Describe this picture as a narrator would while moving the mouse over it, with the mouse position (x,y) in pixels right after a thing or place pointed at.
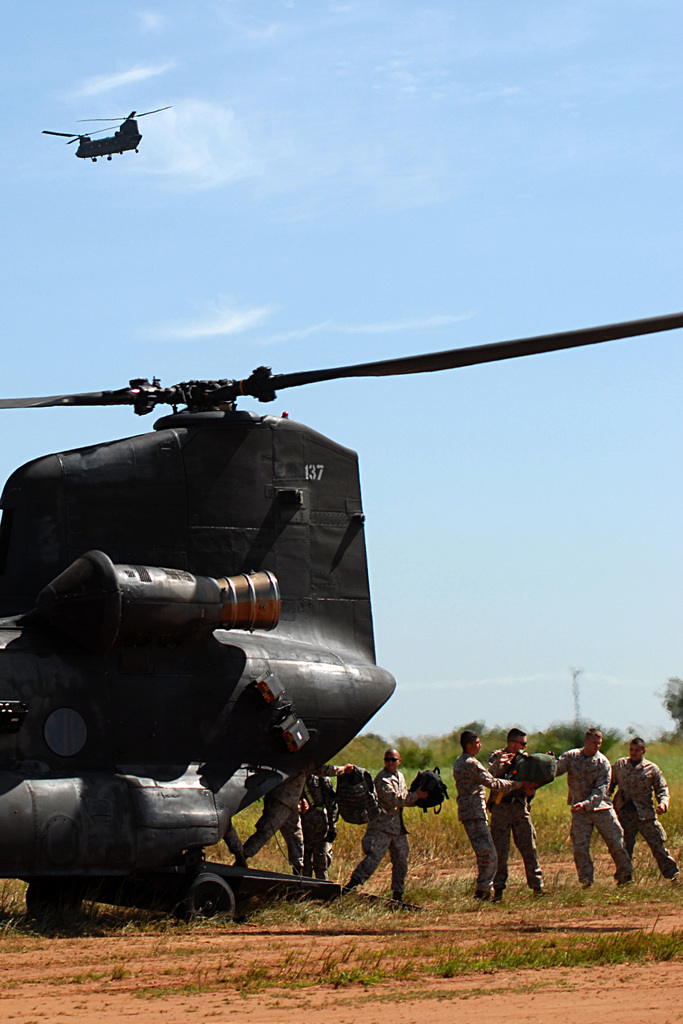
This picture shows couple of chinook boeing (195,455) and we see people (632,760) standing and they're holding bags (533,771) in their hands (522,787) and we see trees (585,727) and grass (672,820) on the ground (449,776) and blue cloudy sky (540,240).
